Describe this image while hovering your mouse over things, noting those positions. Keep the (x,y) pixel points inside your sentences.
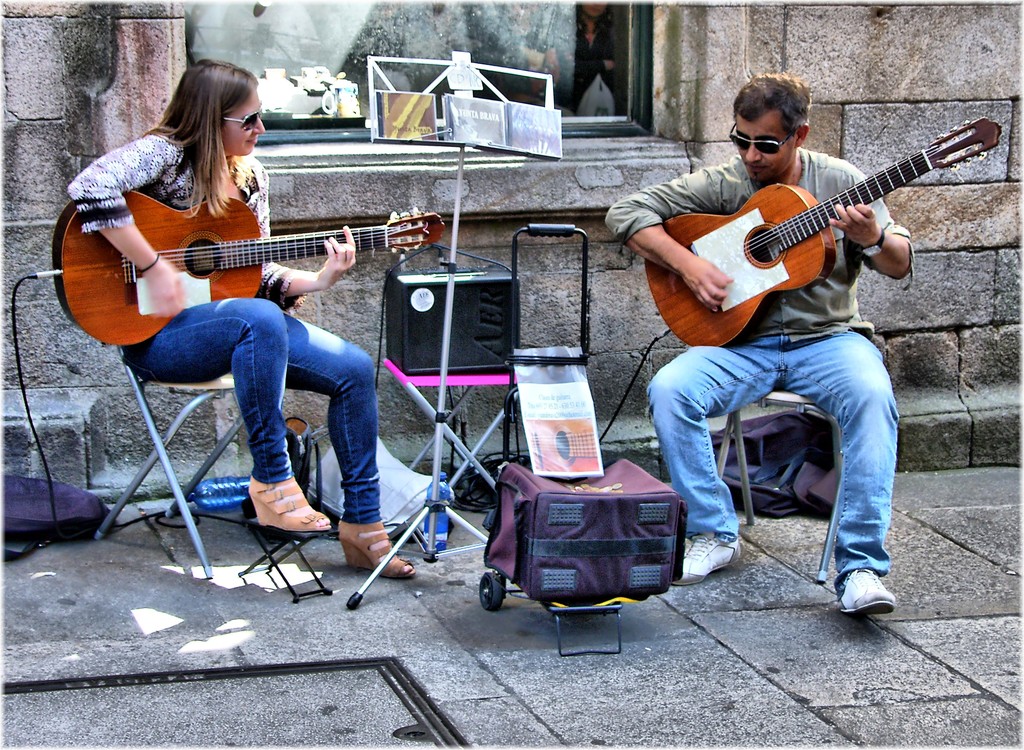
In this picture there is a woman (138,359) and a man (757,395) playing guitar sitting on the chair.
